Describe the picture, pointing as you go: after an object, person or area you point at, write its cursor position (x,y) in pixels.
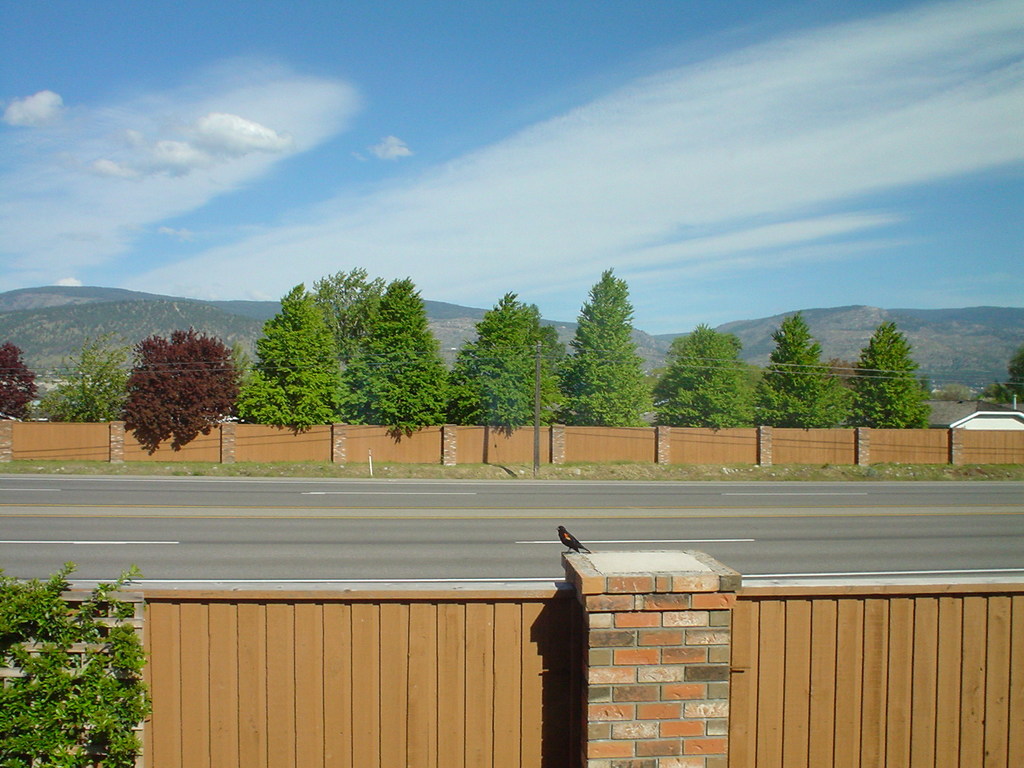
At the bottom of the image (597,616) we can see a bird (563,529) on the wall (621,570). In the background (183,345) there are trees (191,355), hills (186,324), fence (604,441) and sky (494,251).
